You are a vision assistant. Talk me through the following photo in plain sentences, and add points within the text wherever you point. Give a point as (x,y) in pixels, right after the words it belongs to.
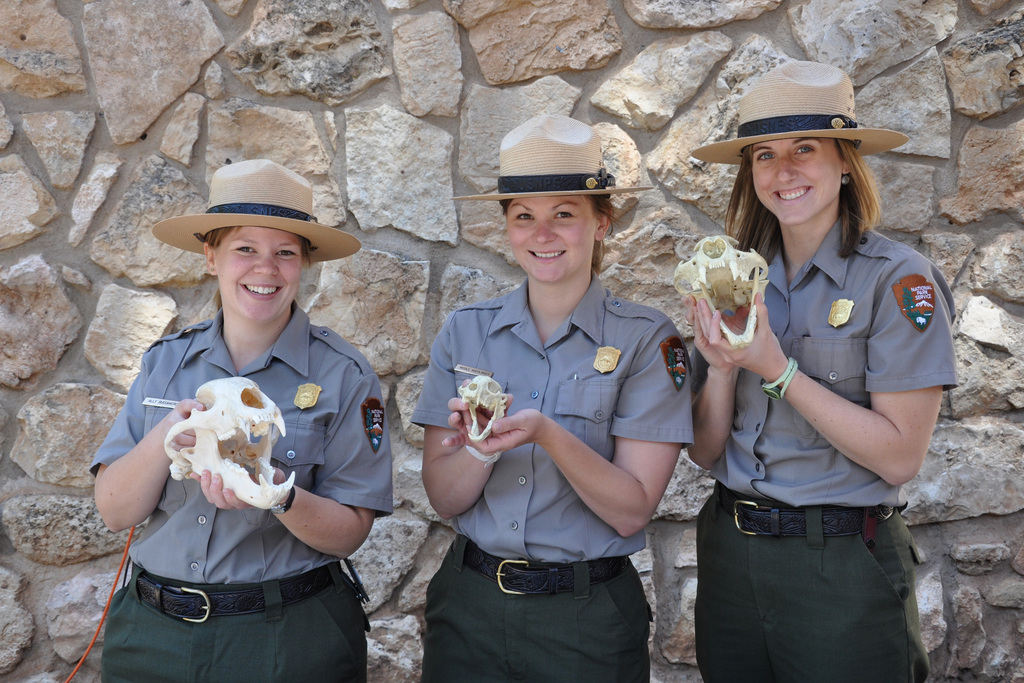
In this picture I can see there are three woman (446,492) standing and smiling, they are holding skulls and in the backdrop (164,277) I can see there is a wall (101,131).
